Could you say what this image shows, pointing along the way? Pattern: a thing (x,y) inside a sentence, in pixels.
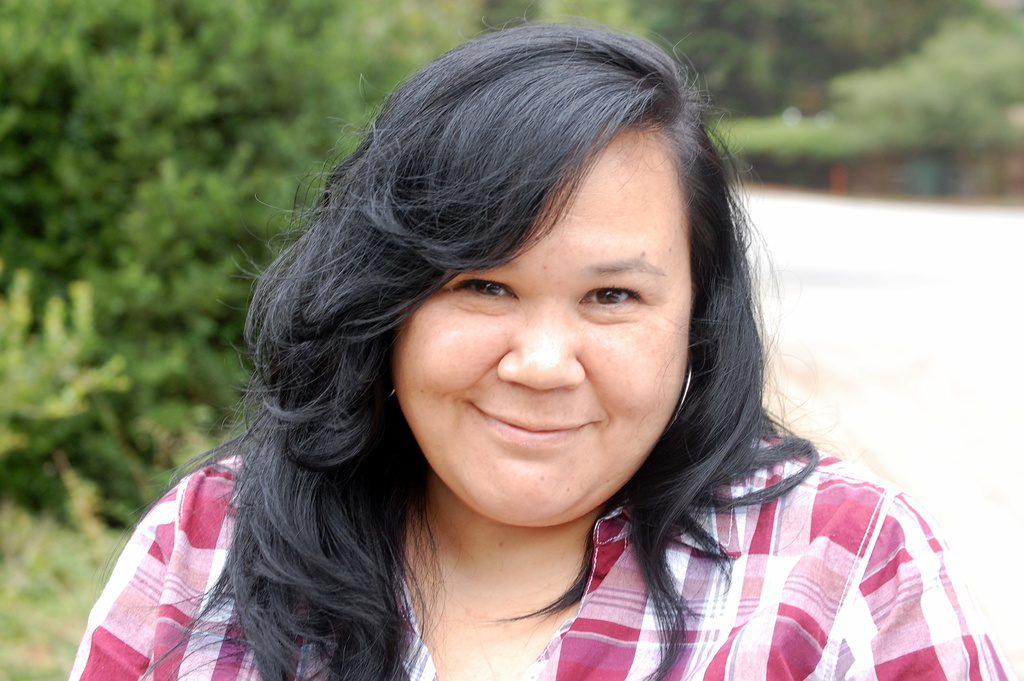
In this image, I can see a woman (529,503) smiling. In the background (151,391), there are trees (279,39).
